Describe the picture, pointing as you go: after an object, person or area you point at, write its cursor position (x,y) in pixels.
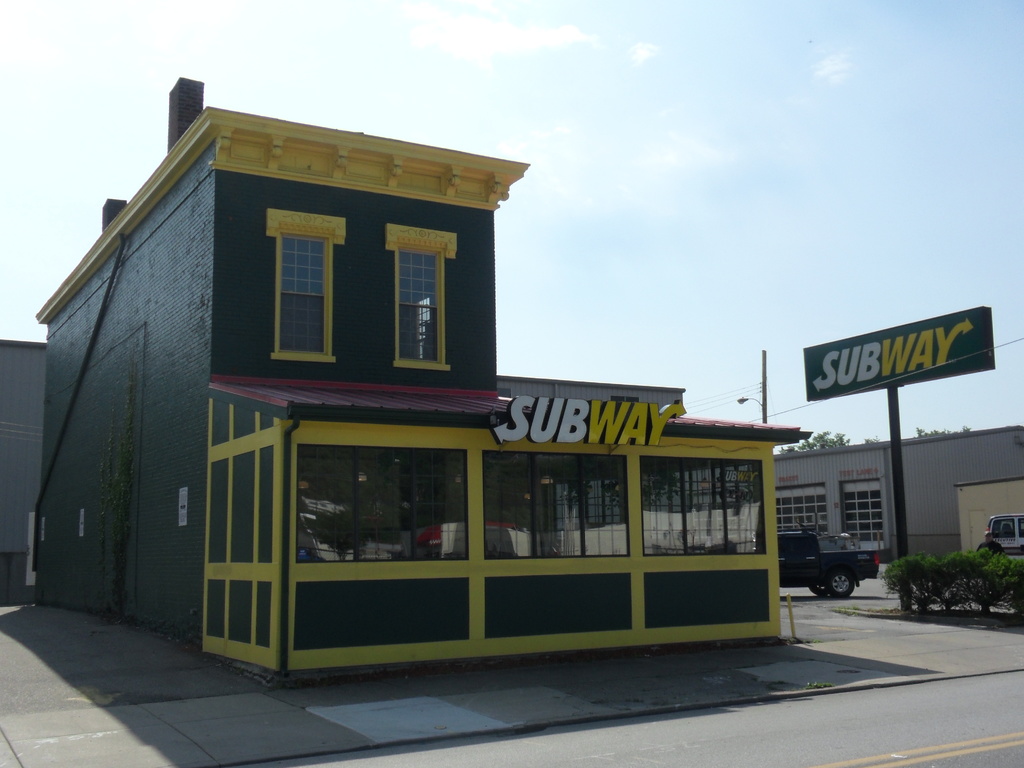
In this picture we can see few buildings (583,502) and hoardings (855,375), and also we can see few shrubs (945,572), trees (820,444), pole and vehicles (832,548).
